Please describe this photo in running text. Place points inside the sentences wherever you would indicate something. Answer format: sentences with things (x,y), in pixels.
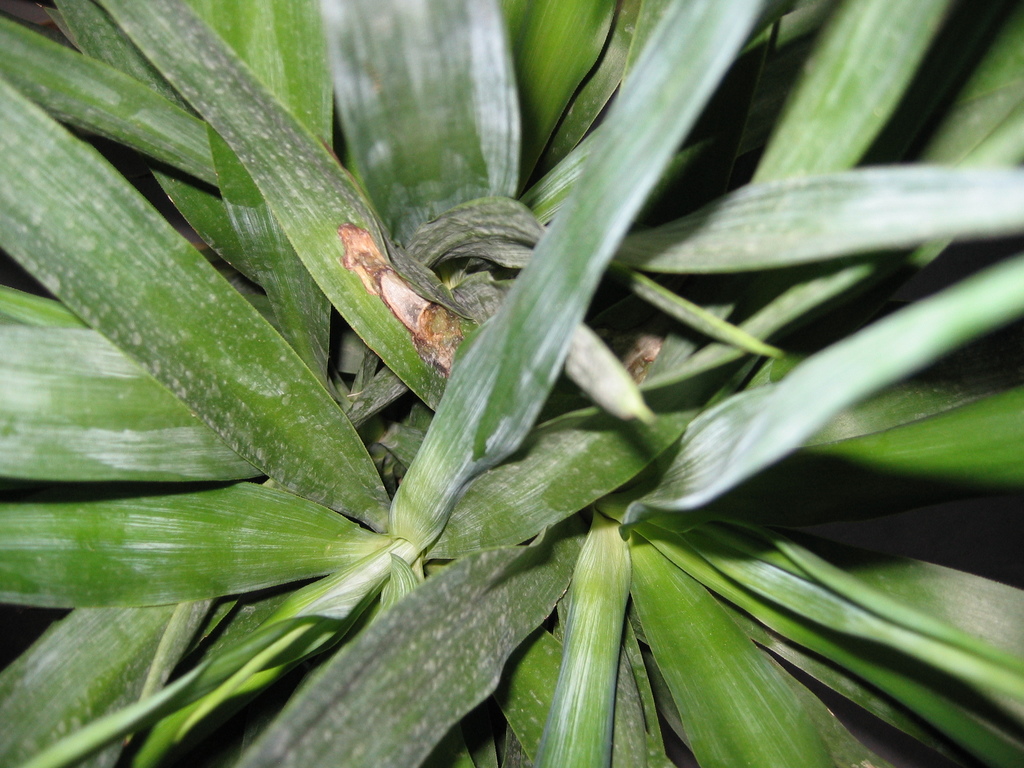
In this picture i see a plant (626,413).
